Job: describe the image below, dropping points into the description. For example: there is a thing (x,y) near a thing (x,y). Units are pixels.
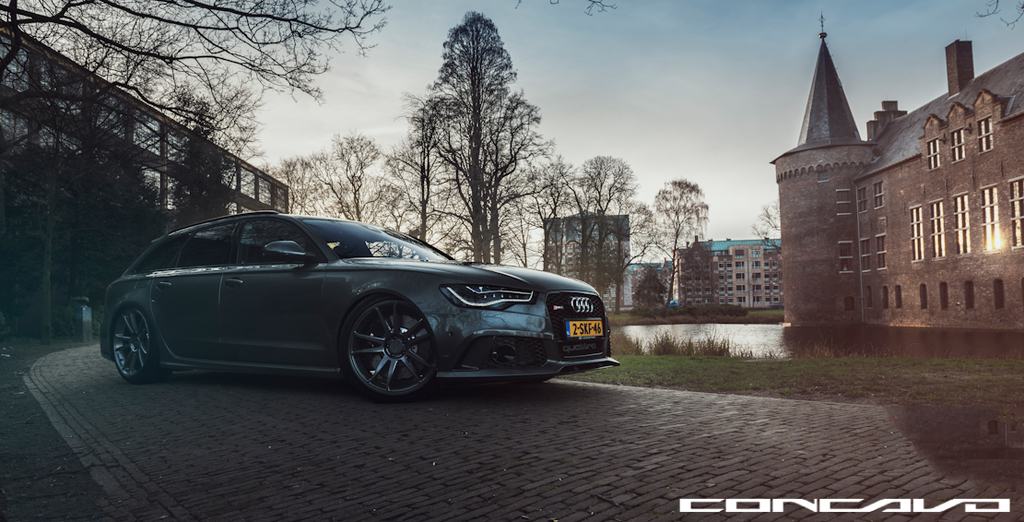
In this picture we can see a car (184,336) on the road (498,414), water (830,339), buildings (686,286) with windows (843,245), trees (454,192) and in the background (769,65) we can see the sky (605,28).
